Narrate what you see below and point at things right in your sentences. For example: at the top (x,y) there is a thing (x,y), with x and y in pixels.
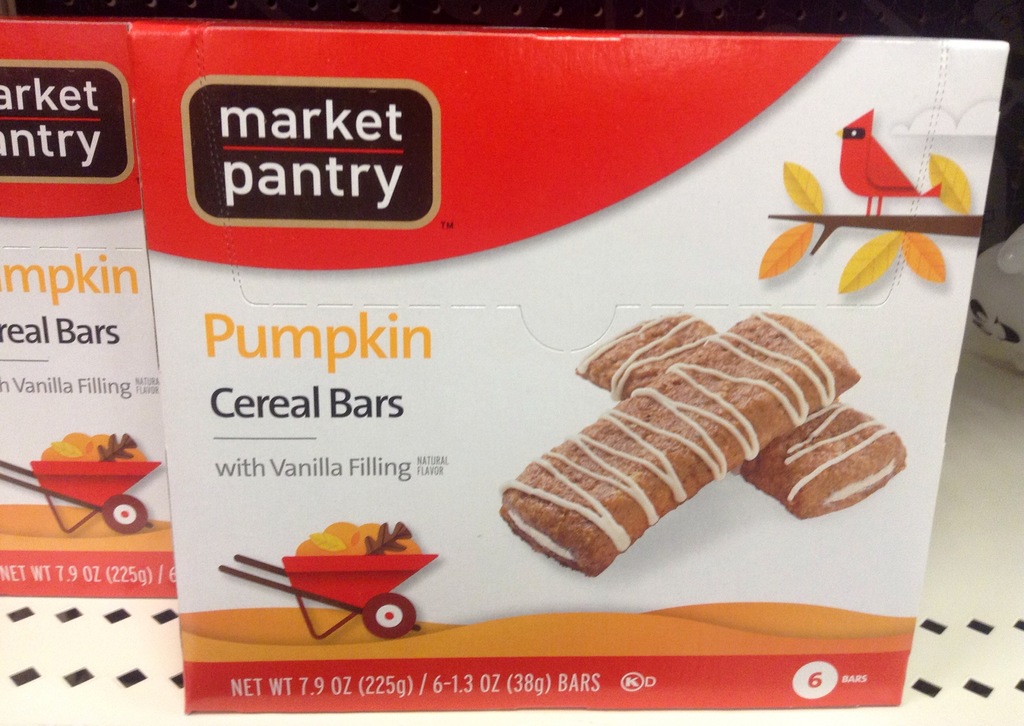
In this picture we can see boxes (193,446) on a platform (805,720) and on these boxes (72,335) we can see carts (341,557), food items (649,453) and a bird (894,173) on a branch (877,216).
